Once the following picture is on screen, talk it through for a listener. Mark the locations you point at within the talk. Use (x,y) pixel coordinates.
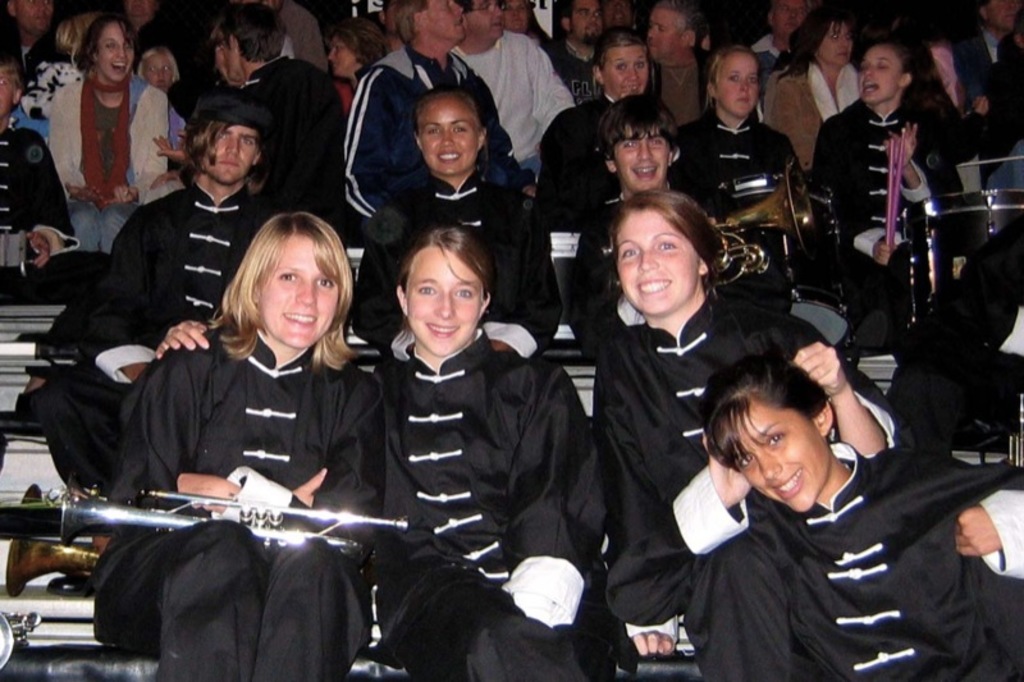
People (270,546) are sitting wearing black uniform (915,377). There musical instruments (796,315). Behind them there are other people (406,48).
